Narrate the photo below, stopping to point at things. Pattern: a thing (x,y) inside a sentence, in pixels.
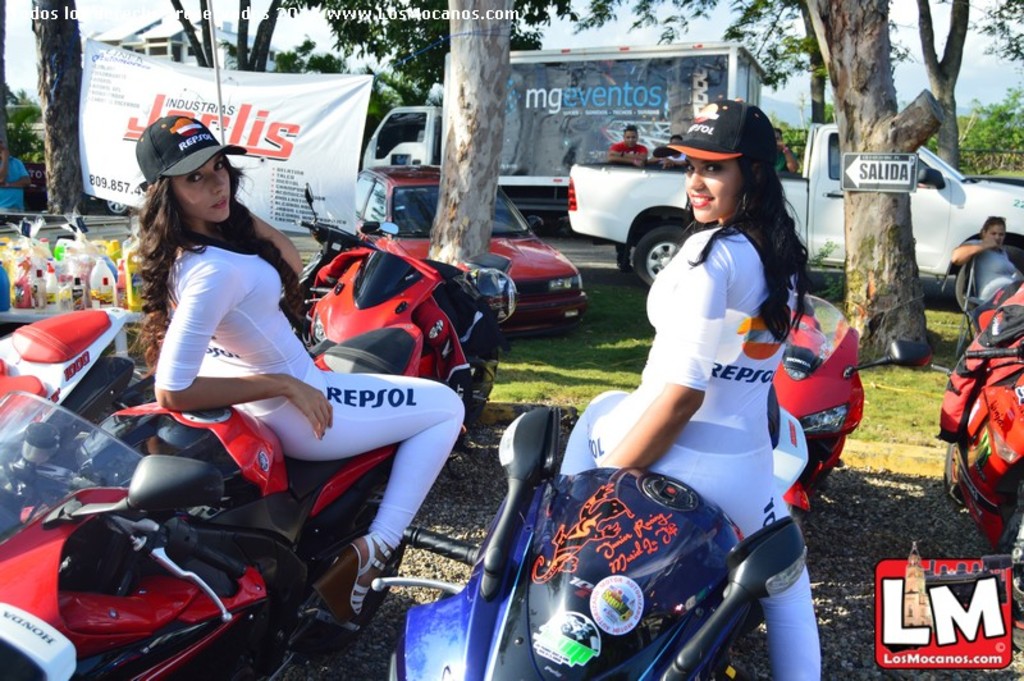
In this image there are two lady persons (387,407) sitting on the bikes (549,421) wearing similar dress (252,371) and cap (731,145) and at the background of the image (530,174) there are some cars (931,172) trees (50,184) and a banner (268,179).
